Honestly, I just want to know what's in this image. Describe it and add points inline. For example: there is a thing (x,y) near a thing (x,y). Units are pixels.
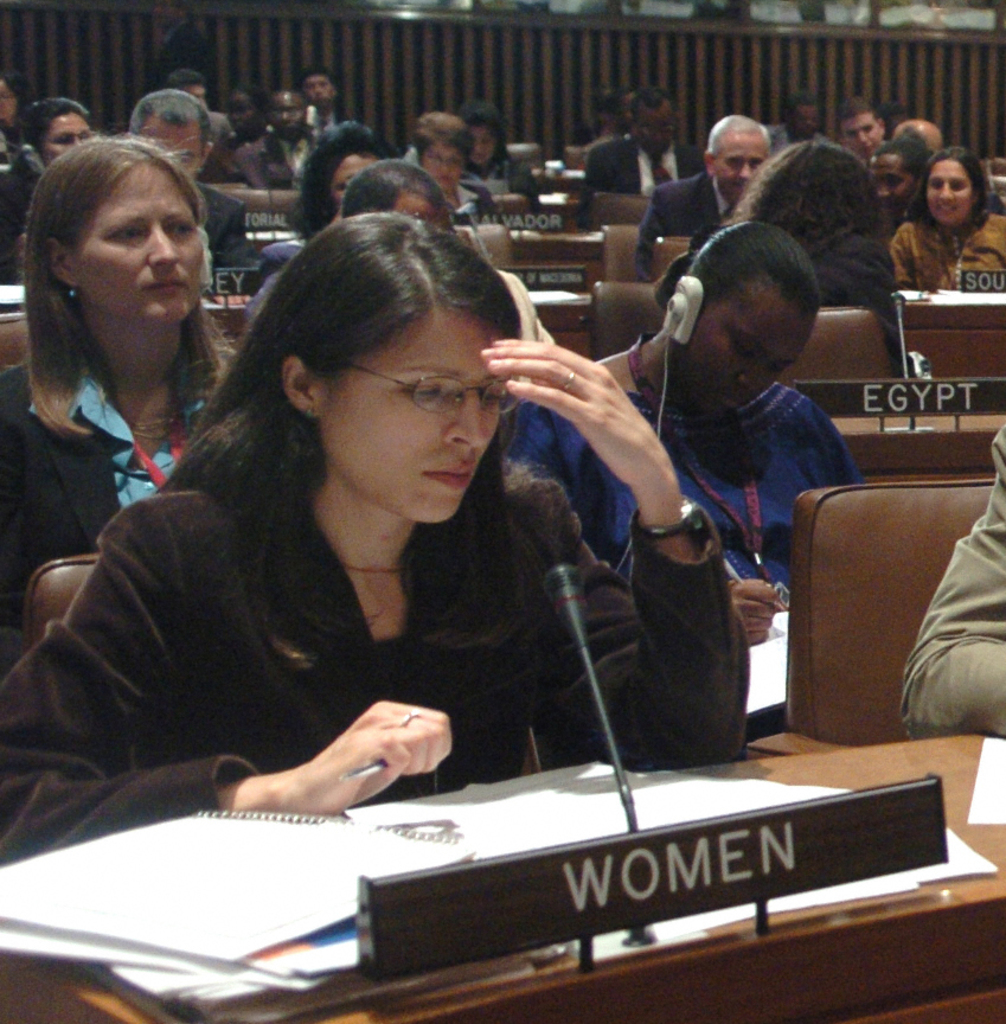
In this image I can see the group of people (518,357) sitting in front of the table (804,961) with mic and books (541,841) on it. And there a name women (648,877) is written on the table (785,780). And there is a person (774,353) wearing headset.
